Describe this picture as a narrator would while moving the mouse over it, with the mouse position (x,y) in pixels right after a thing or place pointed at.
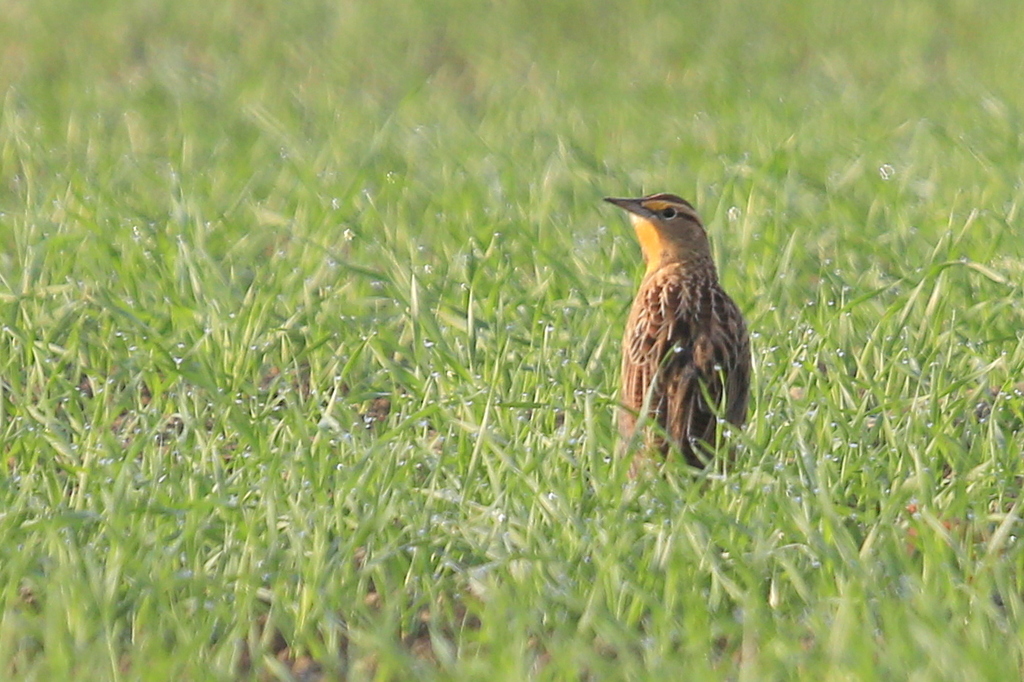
In the picture we can see full of grass (509,522) on it we can see a bird (630,397) standing and the bird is brown in color and with some designs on it and to the face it is yellow in color.
